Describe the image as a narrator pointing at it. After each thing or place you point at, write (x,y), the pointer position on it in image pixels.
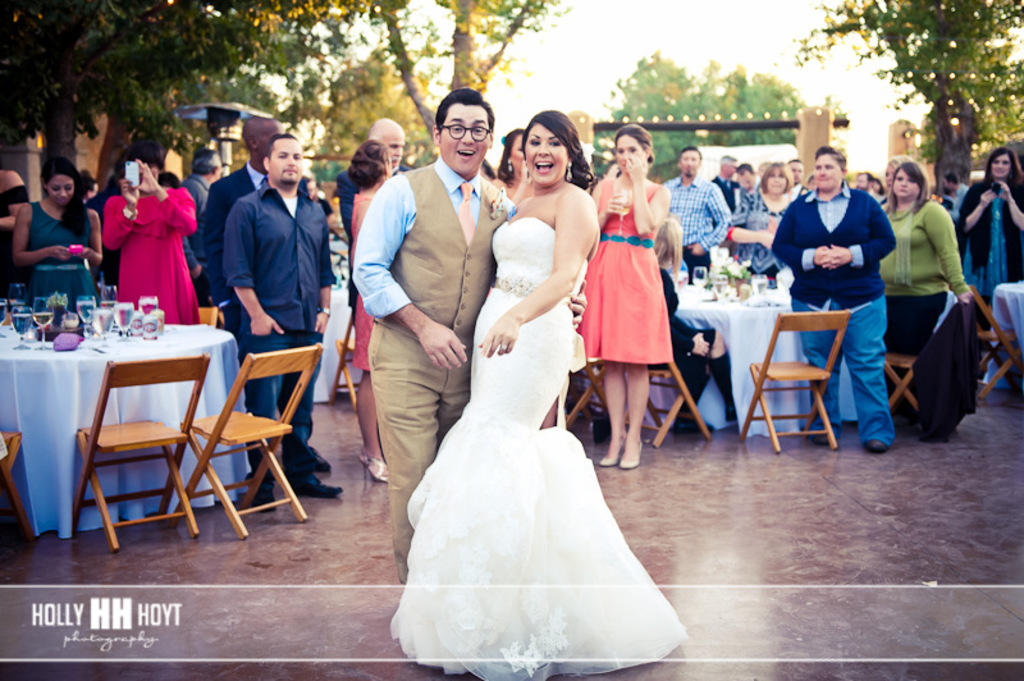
These persons (410,284) are standing. Front these two persons (516,267) are giving stills. We can able to see chairs (197,362) and table (72,375). On this table (39,375) there are glasses (145,309). Far there are number of trees (673,78).
